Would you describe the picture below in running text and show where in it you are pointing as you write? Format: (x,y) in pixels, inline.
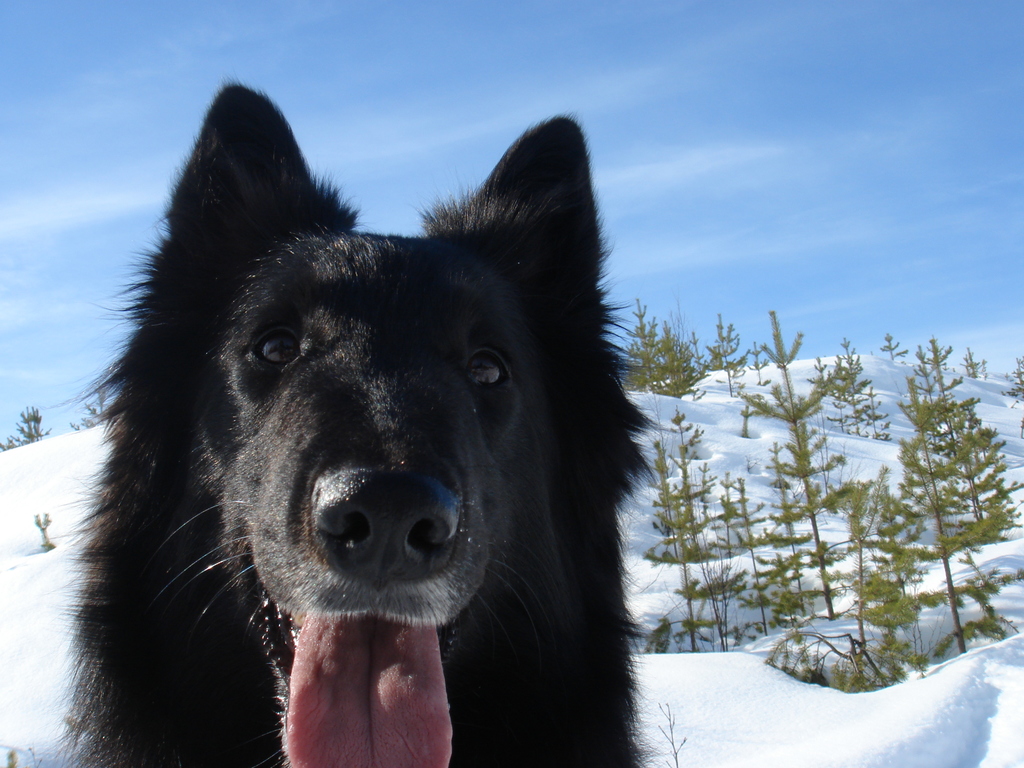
Here we can see a dog (424,352). This is snow (806,711) and there are trees (957,635). In the background (72,117) we can see sky (620,52).
